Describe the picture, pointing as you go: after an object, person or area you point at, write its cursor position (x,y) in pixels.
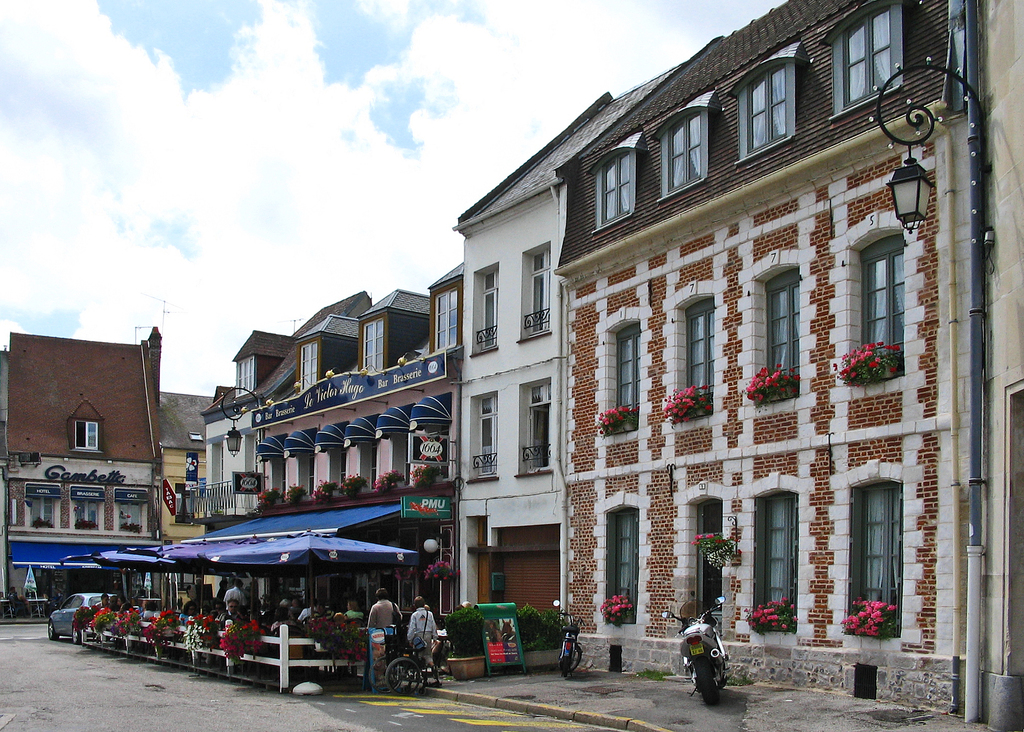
In this image I can see the ground (134,698), the white colored railing (282,663), few flowers (237,652) which are white and red in color, few persons (193,605) sitting, few vehicles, few boards (503,649), a black colored street light pole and few buildings (708,465). In the background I can see the sky (270,186).
